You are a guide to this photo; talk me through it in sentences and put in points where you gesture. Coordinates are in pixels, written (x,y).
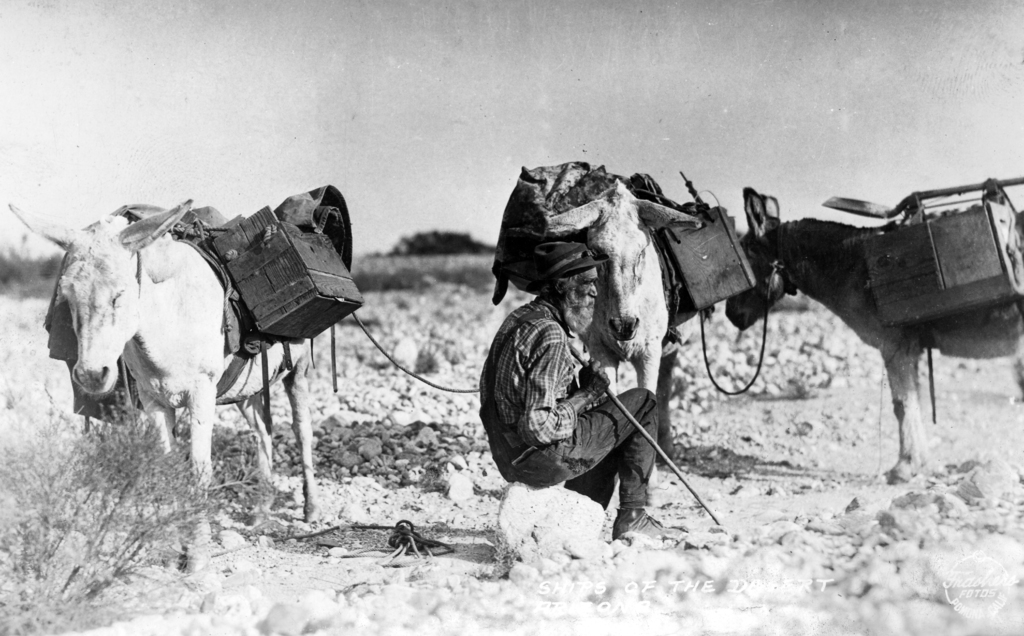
This is a black and white image, in this image a man (540,487) sitting on a rock (536,518), in the background (119,318) there are donkeys (146,332) on that there is a luggage (939,289), in the bottom left (137,430) there is a plant (36,553).
